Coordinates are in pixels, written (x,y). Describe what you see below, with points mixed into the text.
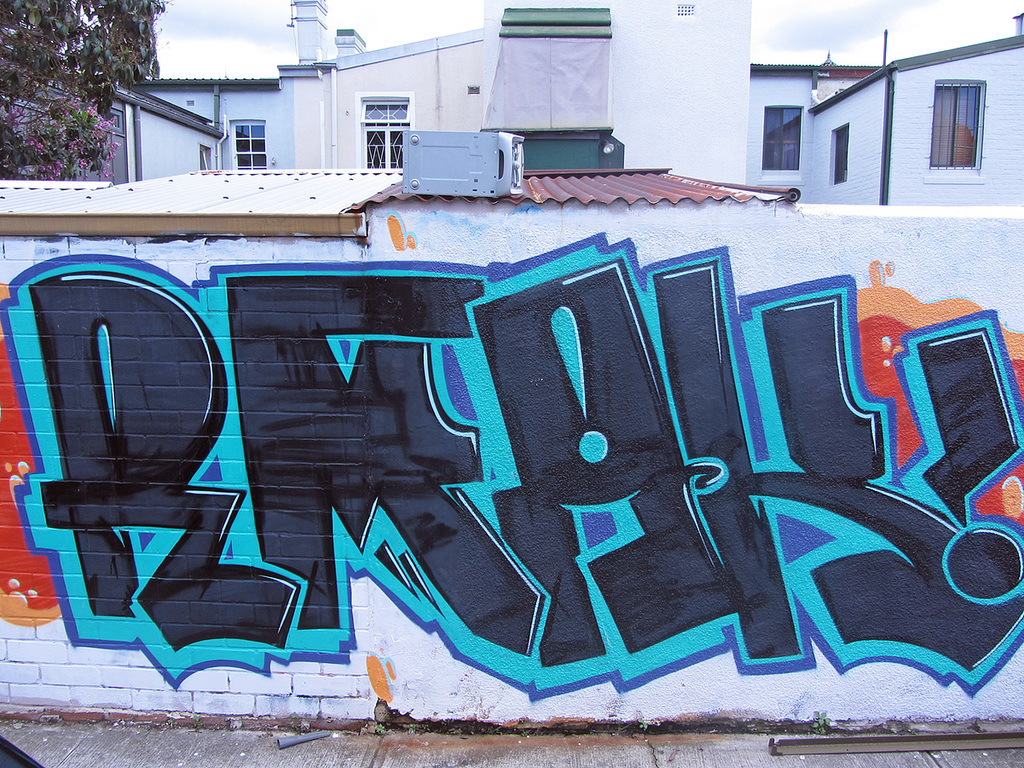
In the image there is a wall (593,232) with graffiti (104,266). And also there are roofs (531,173) with a machine (494,162) on it. In the background (448,108) there are buildings (620,55) with walls (698,65), windows (117,114) and roofs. In the top left corner of the image (79,88) there are leaves (84,128) with flowers (81,160). At the top of the image (247,33) in the background (243,36) there is sky (879,38).
